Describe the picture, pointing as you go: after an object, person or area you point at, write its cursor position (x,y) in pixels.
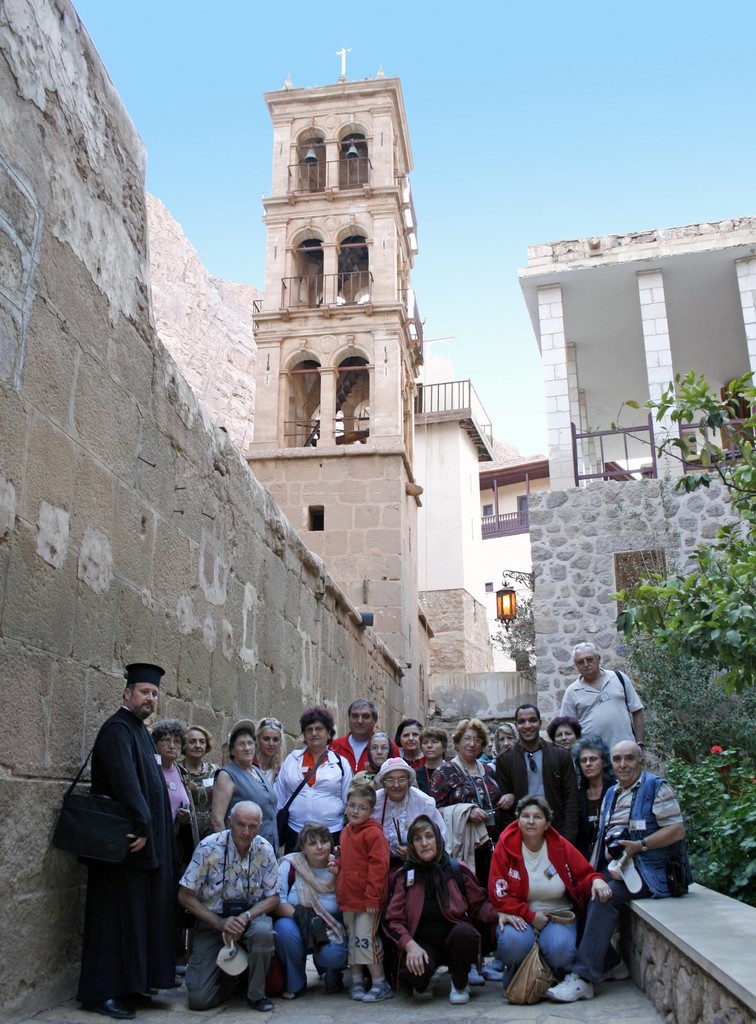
In this image we can see people (304,861) sitting on the floor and some are standing on the floor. In the background (327,350) we can see buildings (417,542), electric lights (500,618), trees (682,735), plants (680,747) and sky (201,181).
